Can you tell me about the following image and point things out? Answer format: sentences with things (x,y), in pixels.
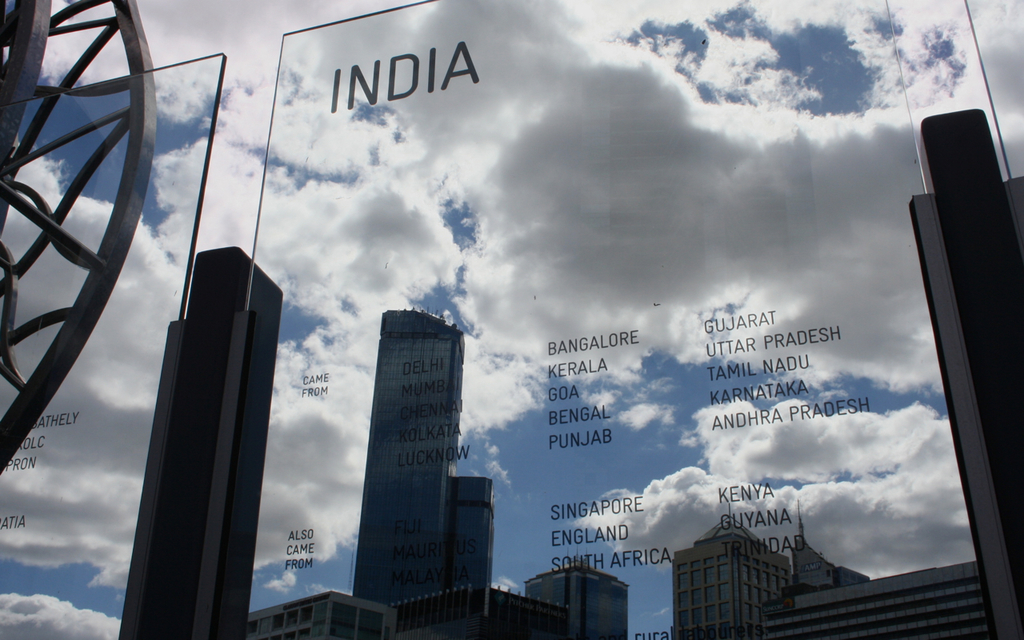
There are two glasses (432,488) and on each glass (464,400) the state names (569,395) are written and behind the glass (287,366) there are very tall buildings (468,502).
